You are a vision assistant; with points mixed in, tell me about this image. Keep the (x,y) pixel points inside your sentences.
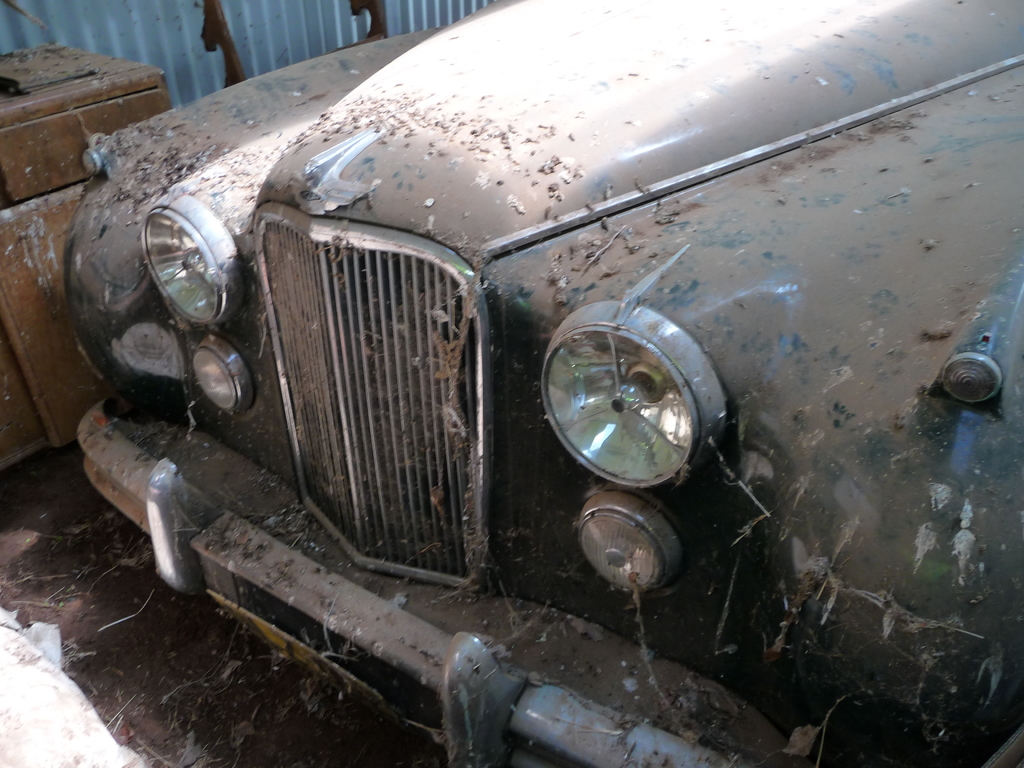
We can see a vehicle (408,218) on the ground (274,696) and there is dust (571,104) on it. On the left (42,45) there is a wooden object (24,297), metal sheet (396,28) and another object (44,756) on the ground (311,710).
